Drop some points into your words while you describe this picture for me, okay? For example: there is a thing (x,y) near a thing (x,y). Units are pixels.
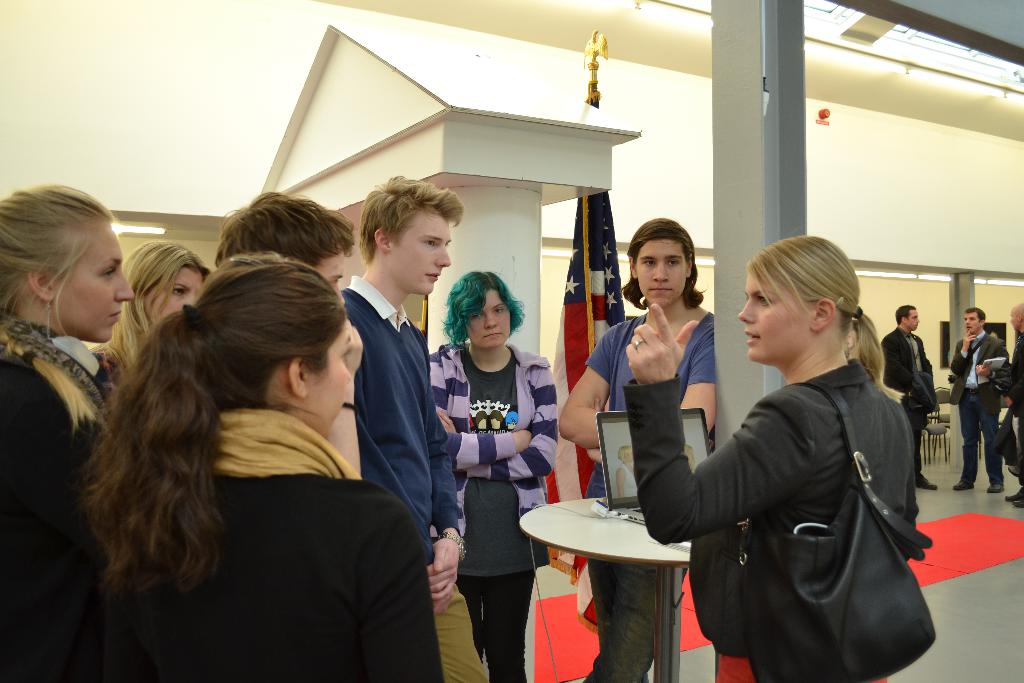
In the image few people (94,293) are standing and watching. In the middle of the image (603,441) there is a table (552,521) on the table (536,515) there is a laptop (605,458) and there is a flag (564,316). Top of the image (1020,52) there is a roof (966,69) and there is a wall (906,199).
